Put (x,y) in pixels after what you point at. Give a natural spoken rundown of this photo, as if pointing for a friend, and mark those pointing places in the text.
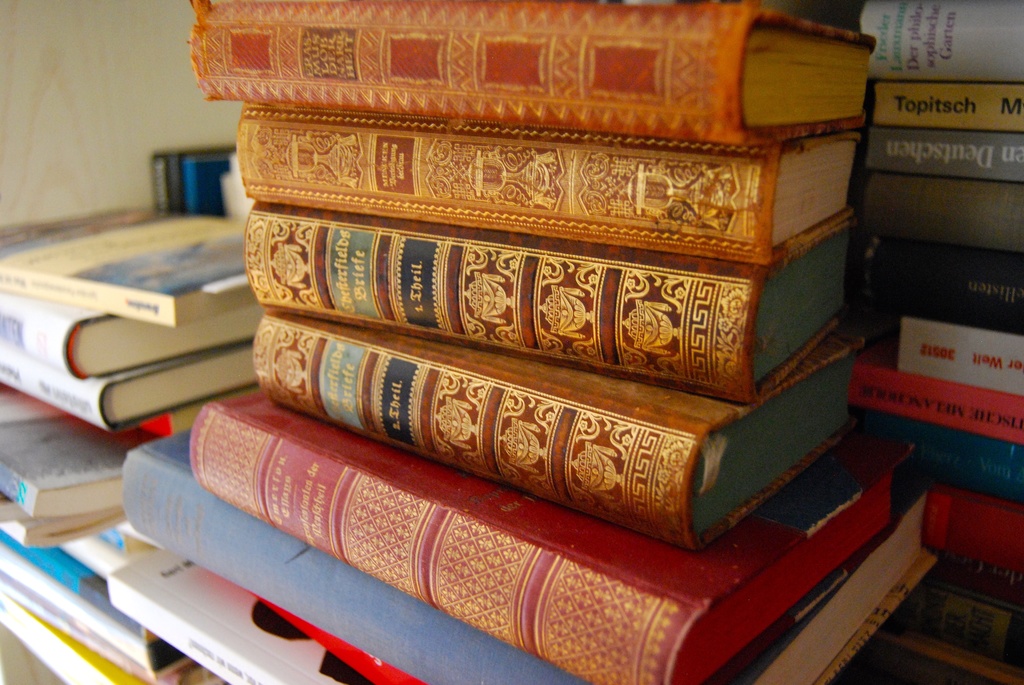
In this image there are so many books (463,297) one upon the other on an object (127,97).
